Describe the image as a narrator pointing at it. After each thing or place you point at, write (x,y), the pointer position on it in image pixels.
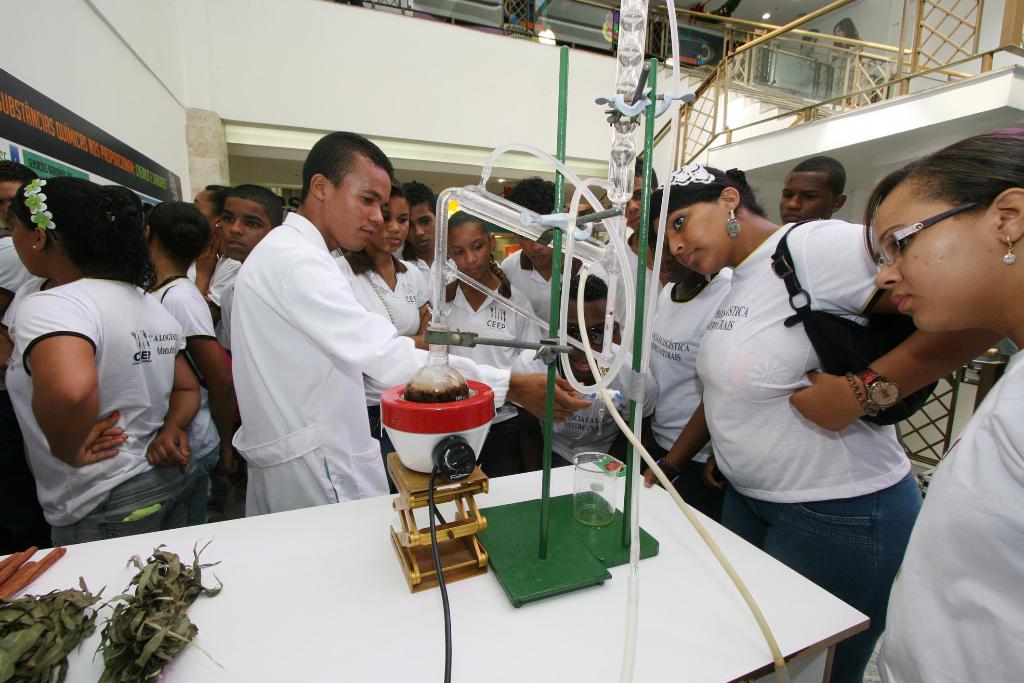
In this image there are many people (419,256) standing. At the bottom (265,644) there is a table (438,644). On the table (237,607) there are leaves (54,601), sticks (31,547), flasks (436,373), beakers (579,468), a stand (558,226), a heater (426,417) and tubes (607,225). To the left (14,99) there is a board (98,147) with text (106,155). At the top (871,83) there is a railing (790,92).
